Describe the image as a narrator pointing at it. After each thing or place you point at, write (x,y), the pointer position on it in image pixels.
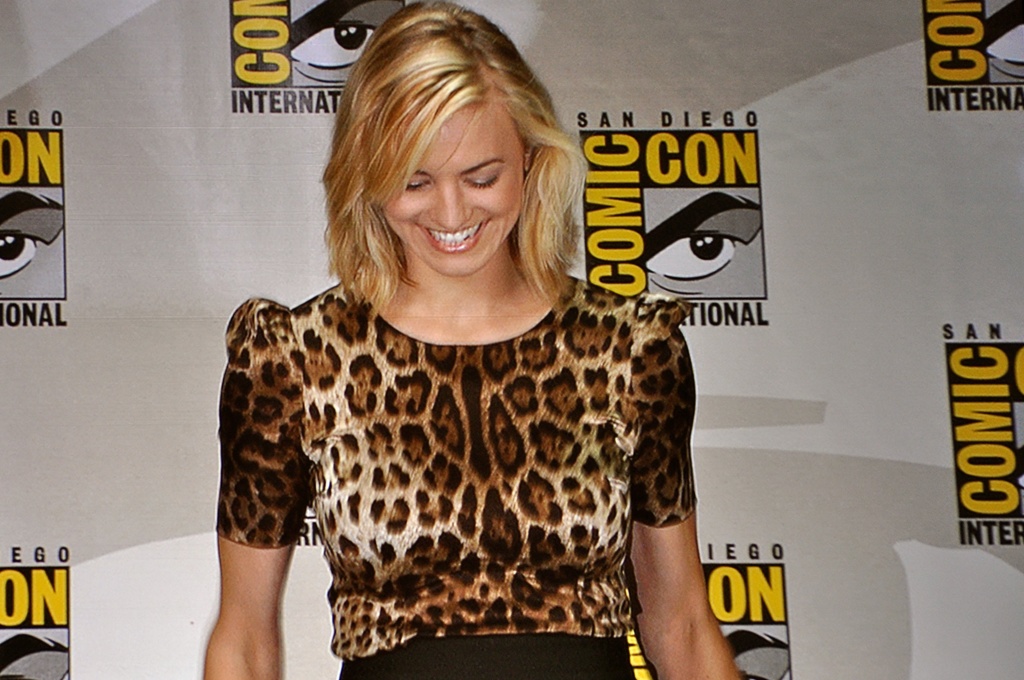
Here we can see a woman (454,377) smiling. In the background (291,184) there is a banner (291,184).
